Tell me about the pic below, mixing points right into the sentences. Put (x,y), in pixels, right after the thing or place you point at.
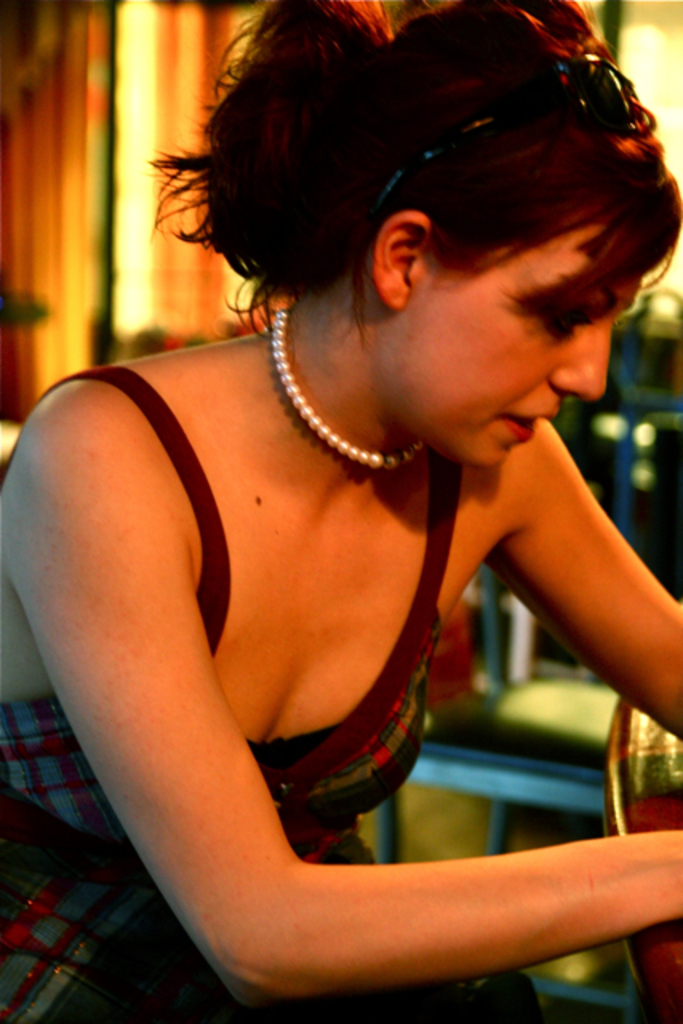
In this image there is a girl (217,500). The background (85,209) is blurred.
